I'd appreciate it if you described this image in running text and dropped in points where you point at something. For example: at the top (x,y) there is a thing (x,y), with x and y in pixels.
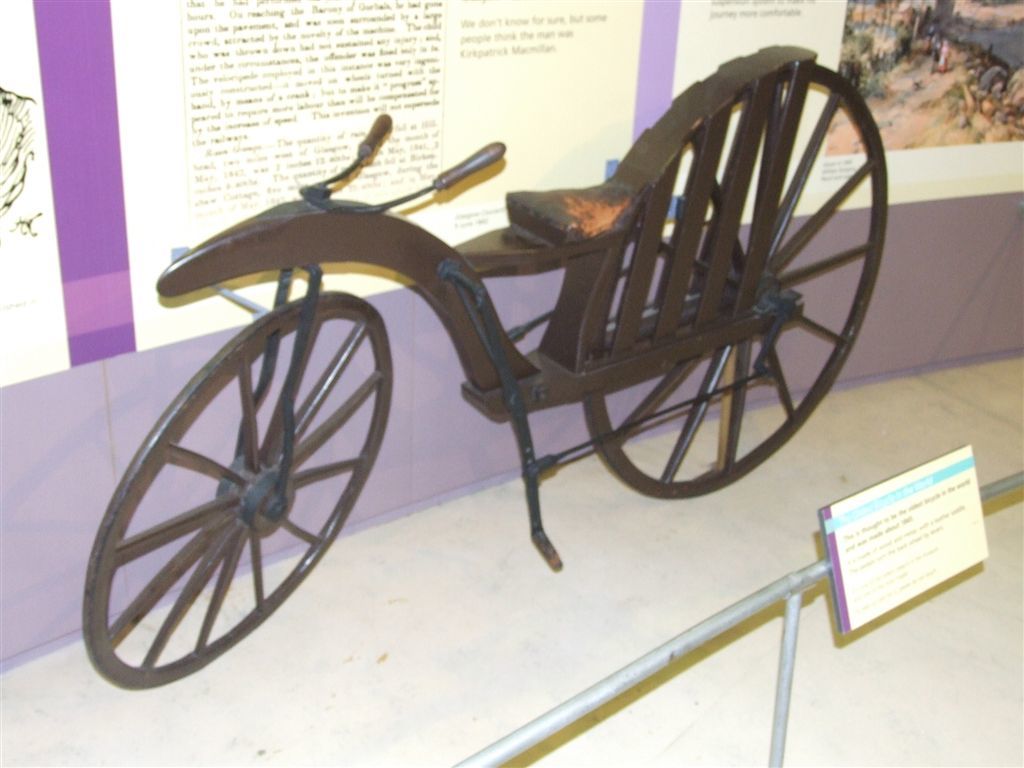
In this image we can see a bicycle (437,262) which is placed on the surface (523,561). On the backside (477,232) we can see some text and pictures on the wall (412,312). On the bottom of the image (886,552) we can see a board (869,559) to a rod (985,496).
